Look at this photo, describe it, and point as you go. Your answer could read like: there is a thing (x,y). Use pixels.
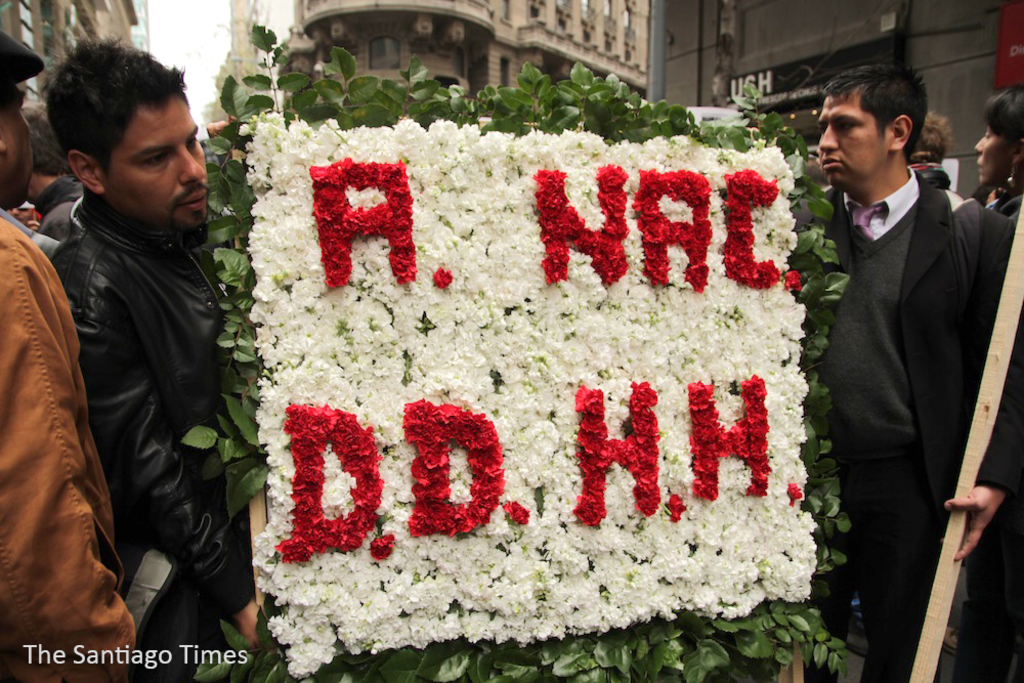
In this image we can see men (167,71) holding a board (318,160) decorated with flowers (746,507) and leaves (594,122). In the background (479,61) there are buildings (367,43) and sky (208,51).
